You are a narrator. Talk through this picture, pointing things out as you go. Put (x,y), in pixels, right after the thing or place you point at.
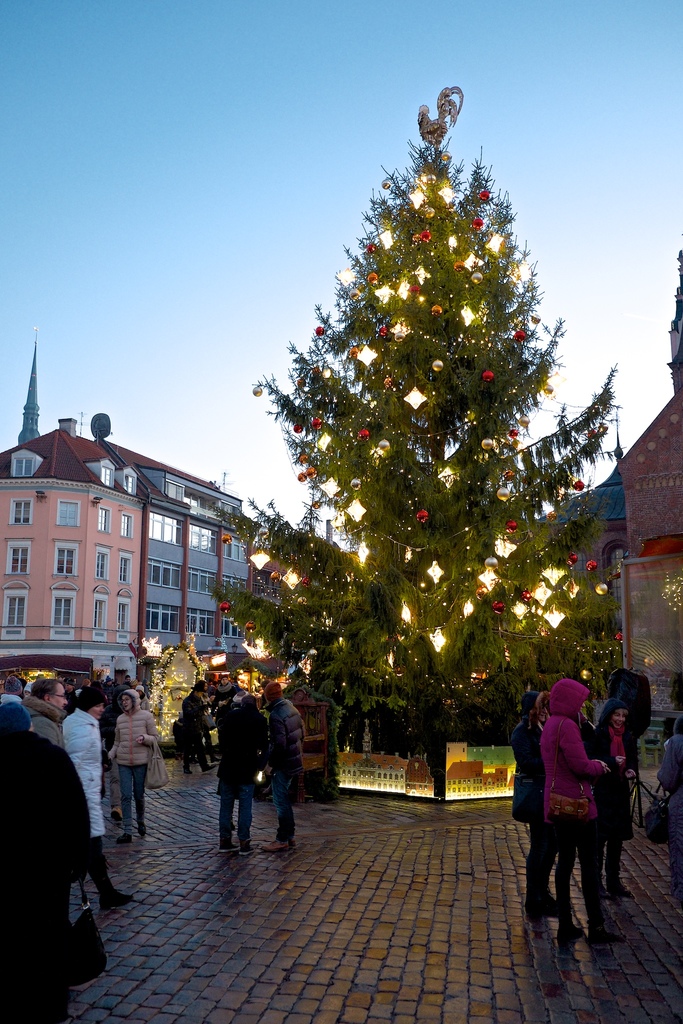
In this we can see a tree (423,414) which is decorated with some lights (441,634) and other things (370,247) and around there are some other people (3,879) and some buildings (674,456).
